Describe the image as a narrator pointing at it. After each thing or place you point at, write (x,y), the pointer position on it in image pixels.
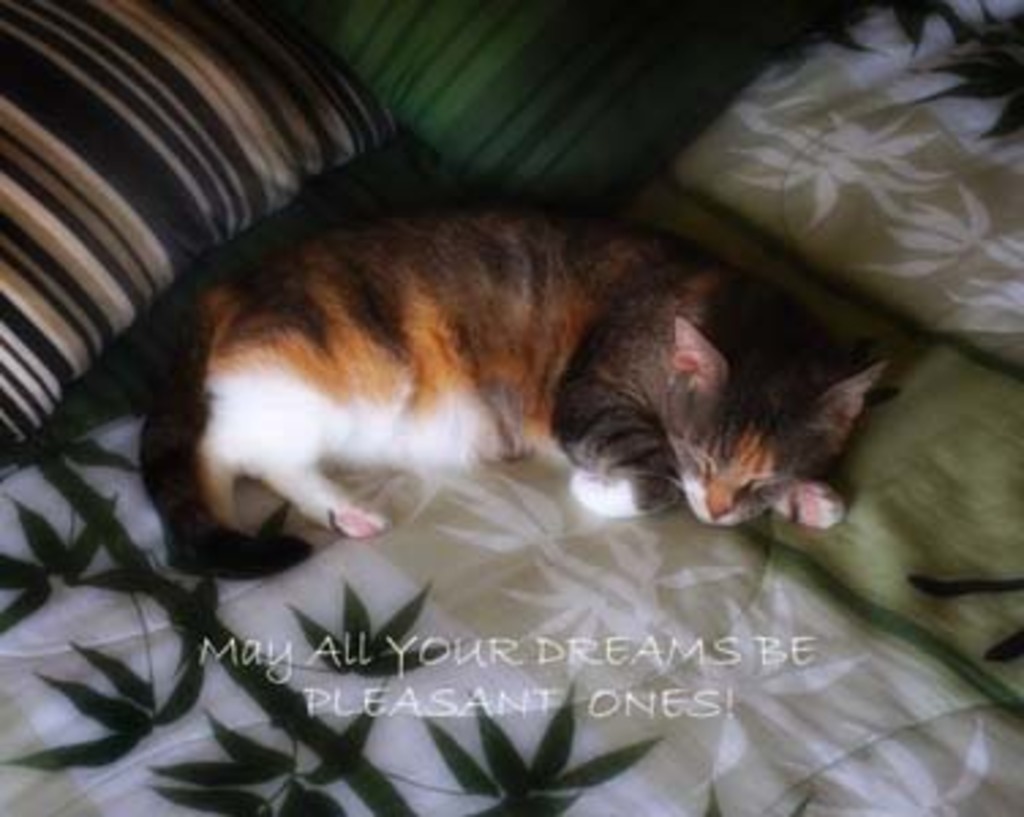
As we can see in the image there are pillows (418,59) and a cat (531,405) on bed (477,682).
